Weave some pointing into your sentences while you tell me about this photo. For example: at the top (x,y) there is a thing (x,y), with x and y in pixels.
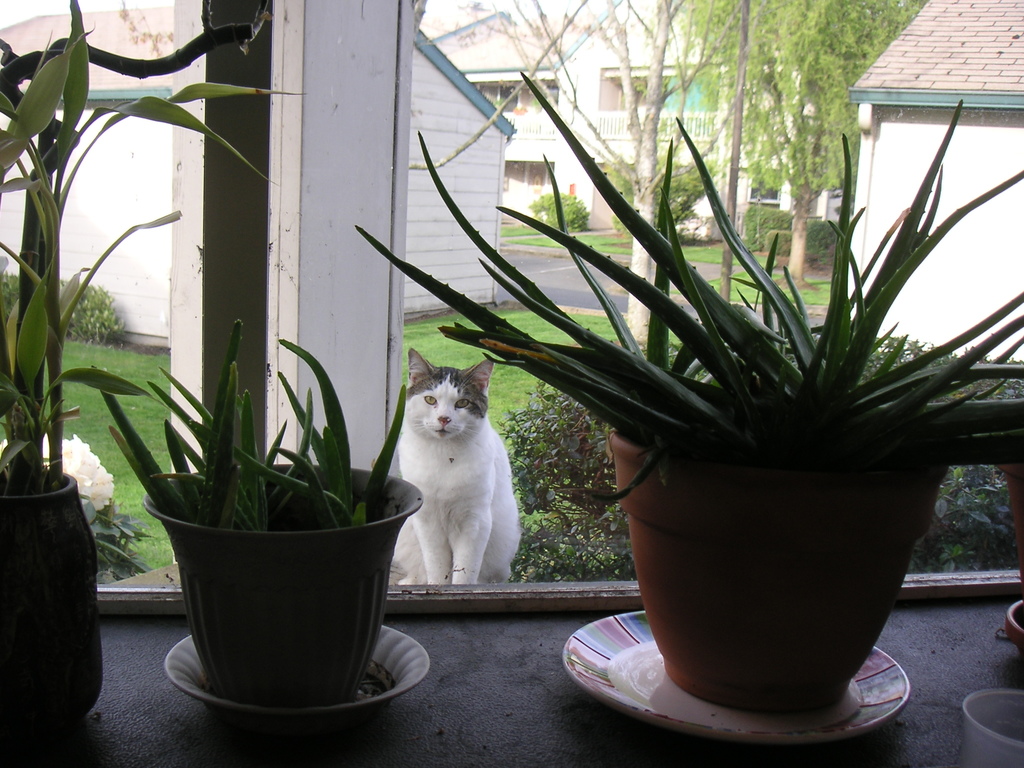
In this image we can see three pots (867,597). Behind one cat (445,535) is there. Background of the image (529,129) tree (825,92), plants (561,497) and houses (542,127) are present.
